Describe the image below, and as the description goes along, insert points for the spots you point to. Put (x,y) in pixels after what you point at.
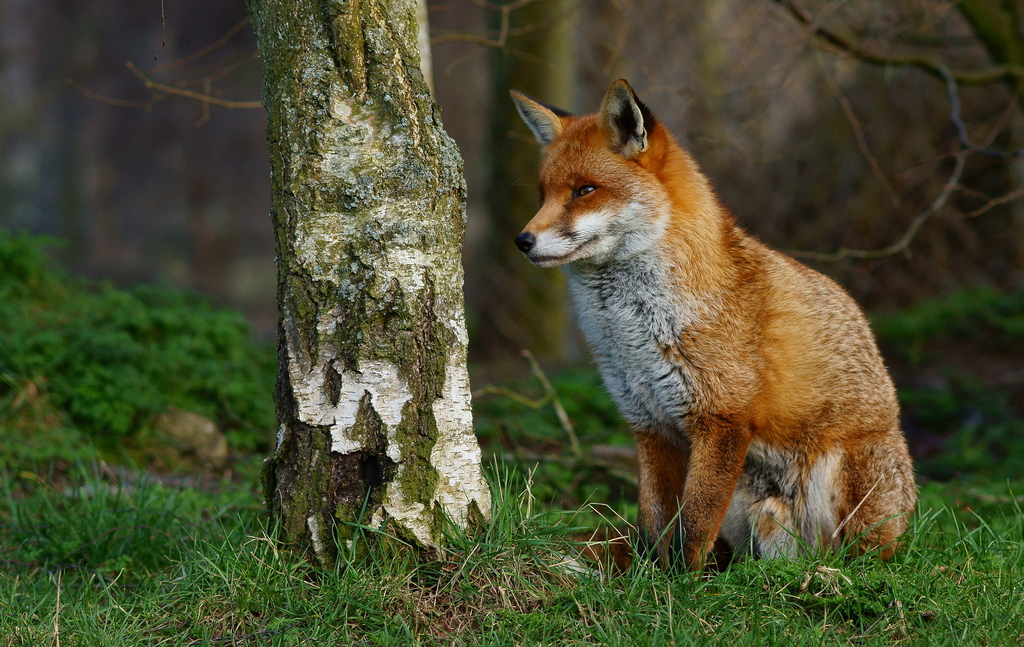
In this image we can see an animal (759,243) on the grass (526,535) and there are few trees (453,312) and plants (95,401). The background (11,28) image is blurred.
